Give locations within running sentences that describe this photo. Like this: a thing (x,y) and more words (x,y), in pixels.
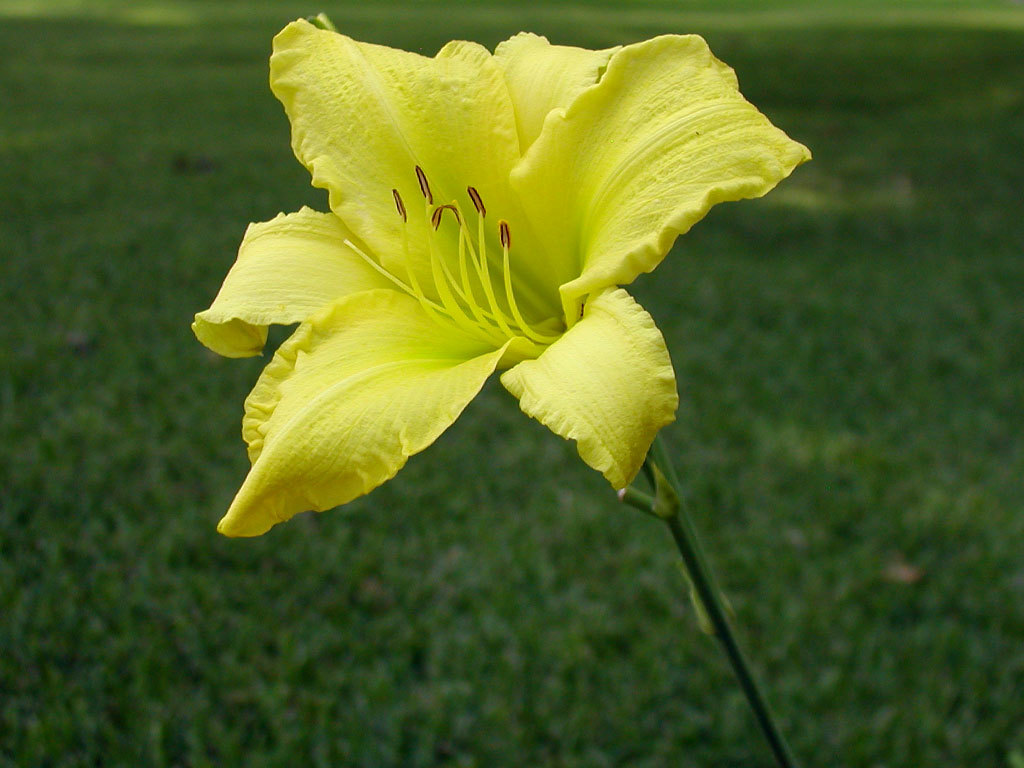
In this image we can see a flower (592,443) and a stem (722,633). In the background (92,241), we can see greenery (883,451).
